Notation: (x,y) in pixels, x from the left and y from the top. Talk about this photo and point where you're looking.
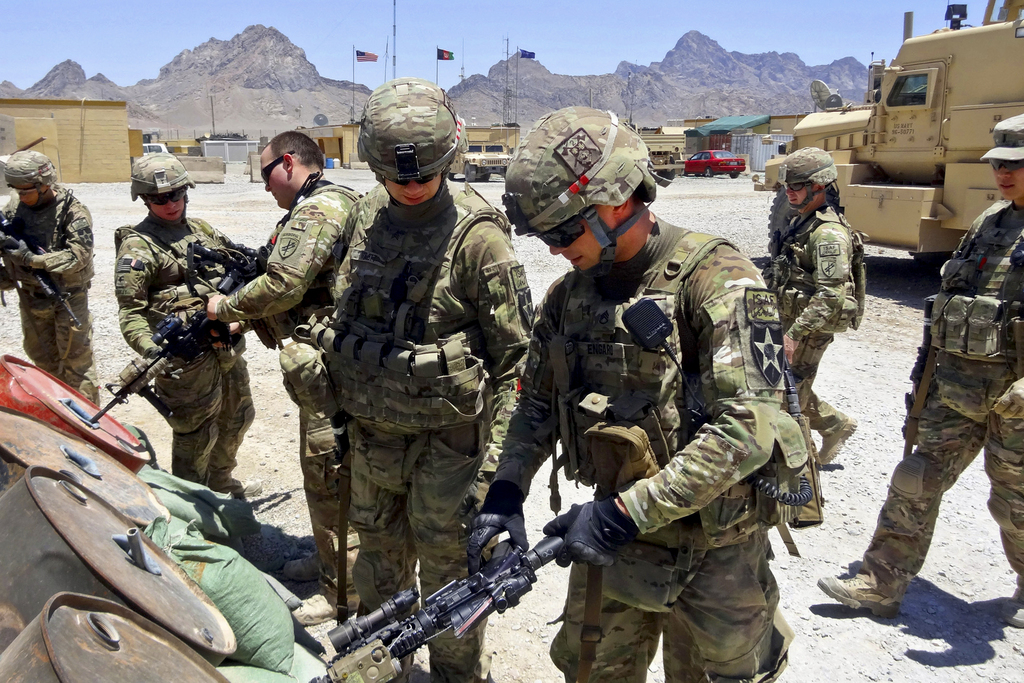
In the center of the image (565,416) there are soldiers (701,674) standing. In the background of the image (293,108) there are mountains (89,90). There are flags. There are cars (735,171) in the image.
